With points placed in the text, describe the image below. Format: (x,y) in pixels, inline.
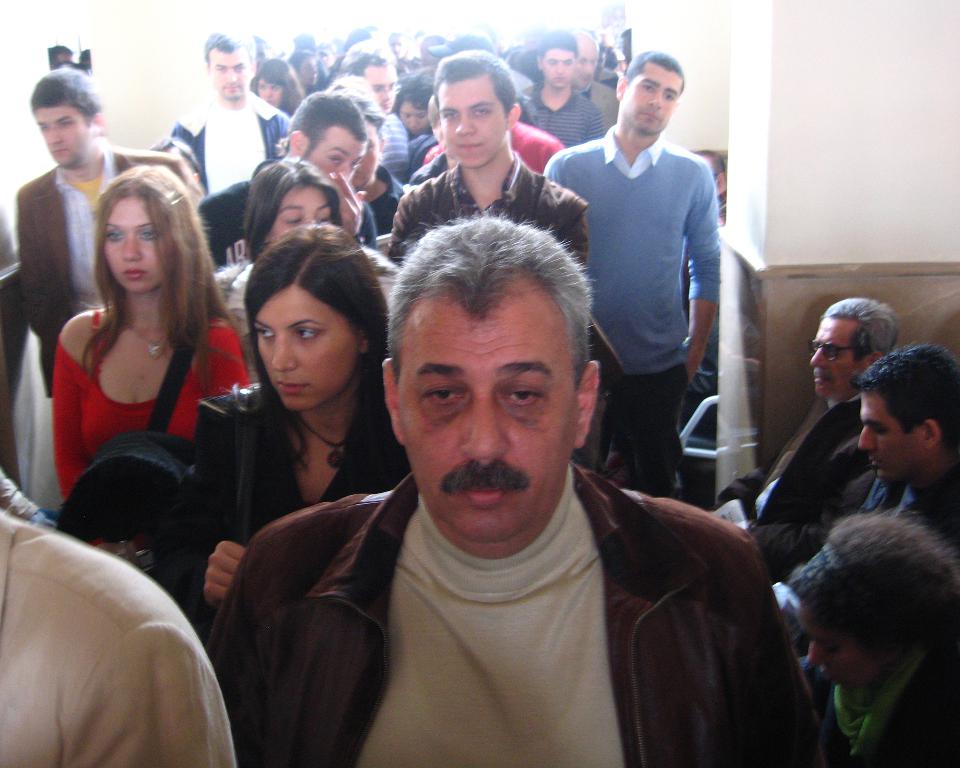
In this image I can see people (588,130) walking in a way (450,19). I can see a pillar (811,52) on the right hand side (838,60). I can see some people (777,465) sitting on the chairs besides the pillar (825,56).
